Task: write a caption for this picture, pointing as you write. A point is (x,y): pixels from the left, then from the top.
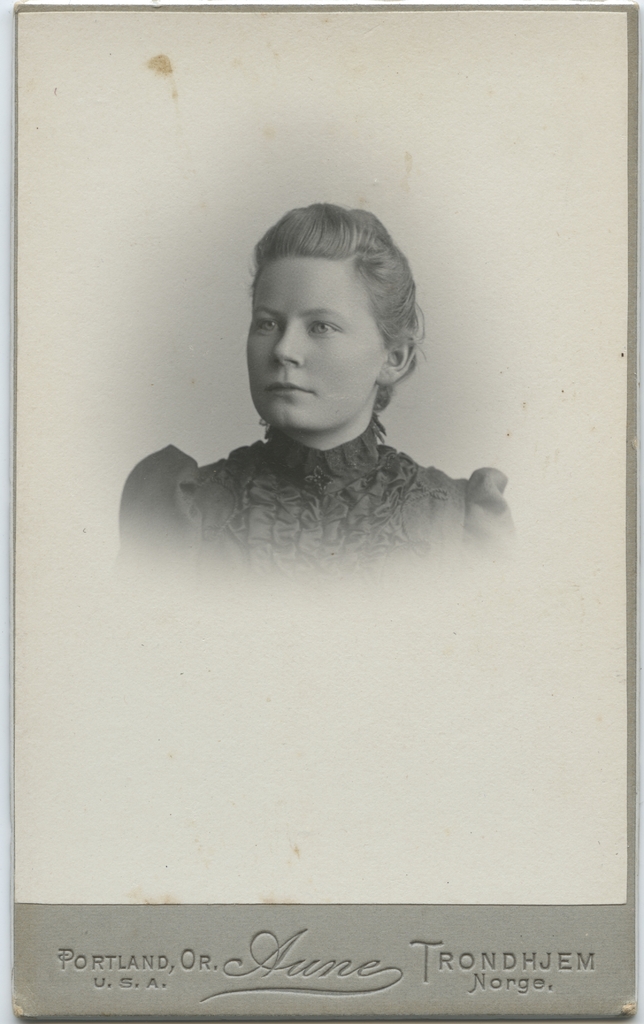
In this image we can see the black and white picture (249,420) of a woman (297,272) on the paper (318,666). At the bottom of the picture (149,959) there is some text (450,972).
